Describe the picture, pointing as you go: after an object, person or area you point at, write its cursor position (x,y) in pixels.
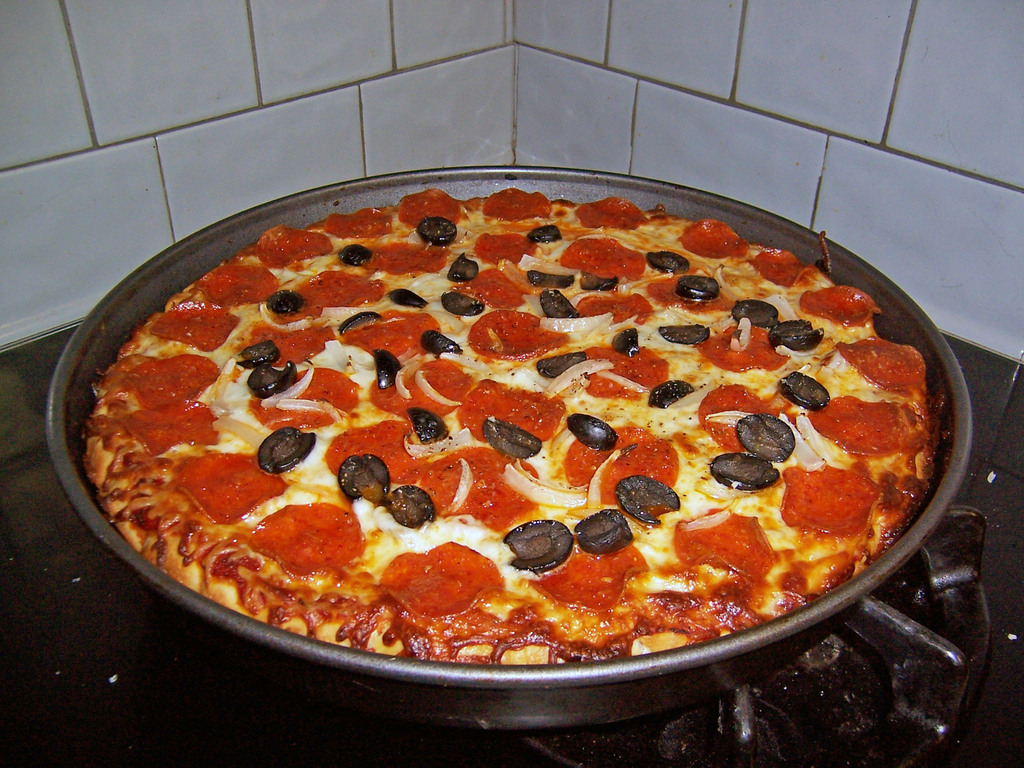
In this image I can see a bowl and in the bowl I can see pizza (802,465) and at the top (485,68) I can see white color wall (591,130).
